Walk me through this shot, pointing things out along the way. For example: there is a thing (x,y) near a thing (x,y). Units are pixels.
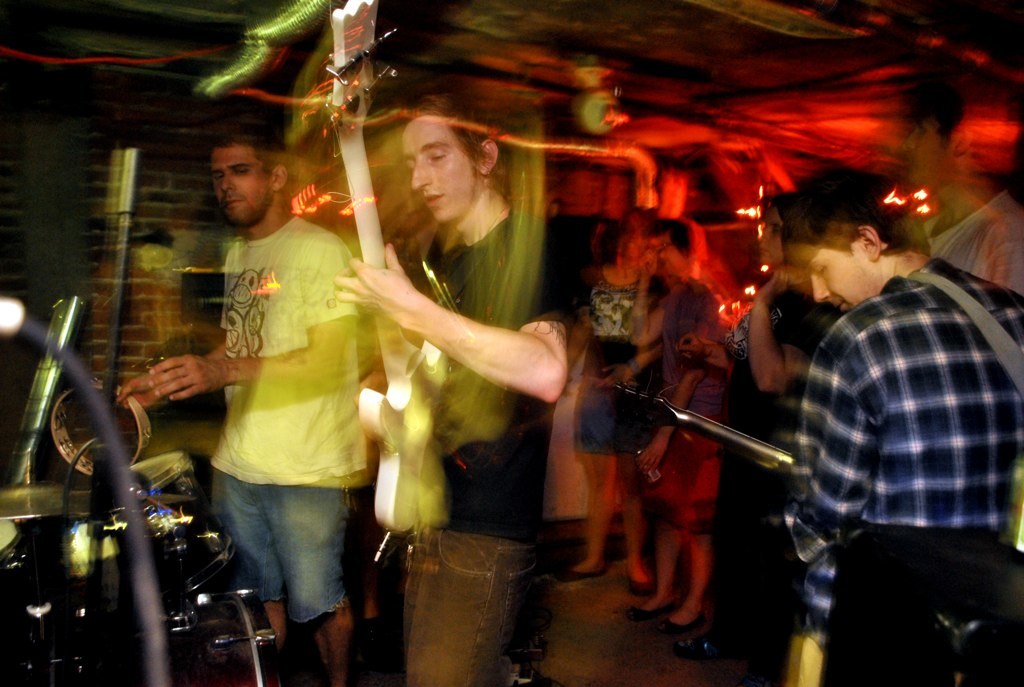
In this image there are few people (839,373) holding musical instruments (402,412) in their hands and few (688,310) are dancing and the image is blurred.
